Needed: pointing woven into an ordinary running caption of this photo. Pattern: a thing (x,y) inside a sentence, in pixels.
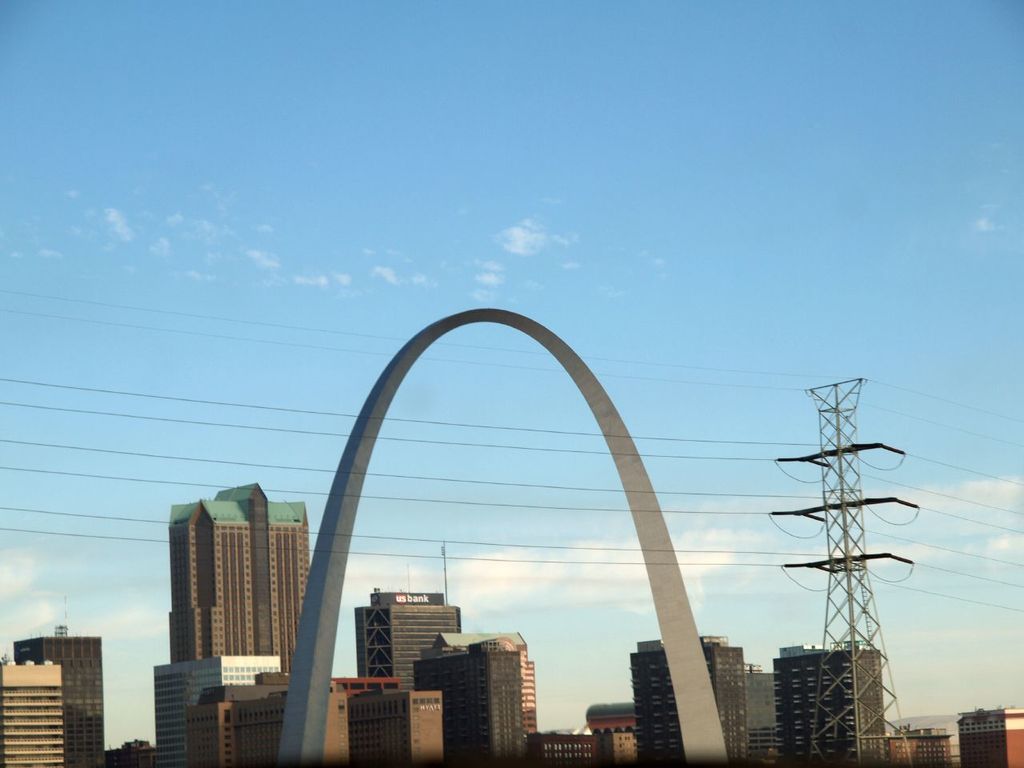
In the image we can see there are buildings (638,728) and an arch (710,743). Here we can see the electric pole (824,488), electric wires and the pale blue sky (390,161).
